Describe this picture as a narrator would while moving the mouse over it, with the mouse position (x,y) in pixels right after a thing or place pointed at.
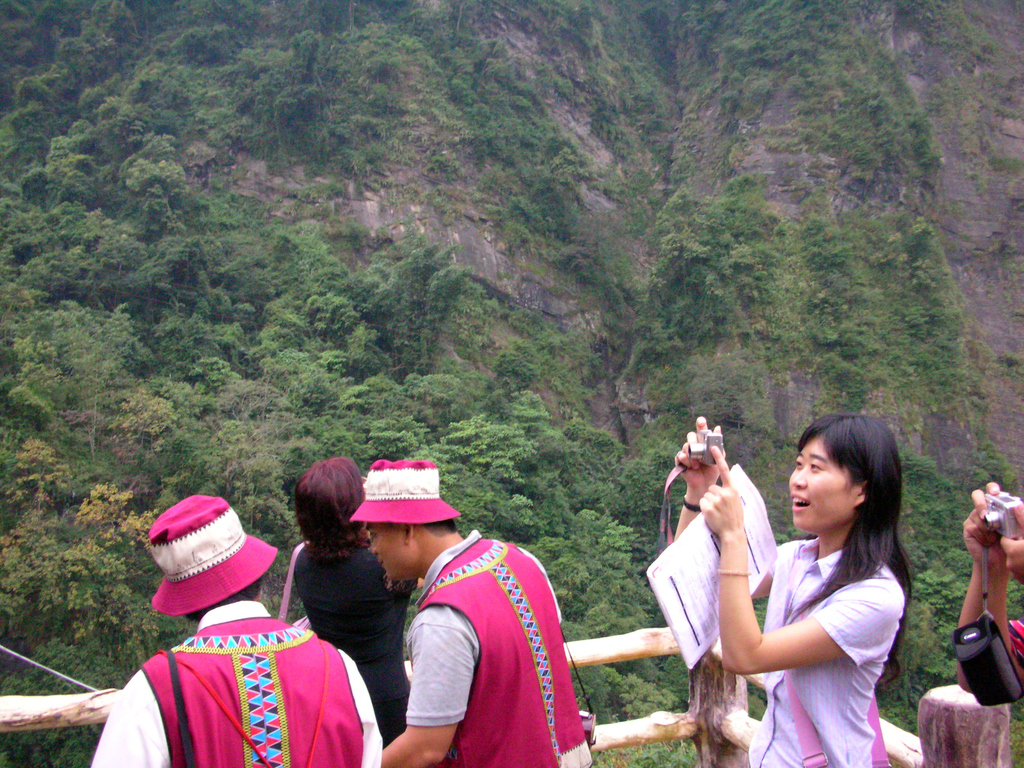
In front of the image there are a few people (122,747) holding cameras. Behind them there is a wooden fence (633,648). In the background of the image (487,350) there are trees (851,19) and rocks (1007,40).
